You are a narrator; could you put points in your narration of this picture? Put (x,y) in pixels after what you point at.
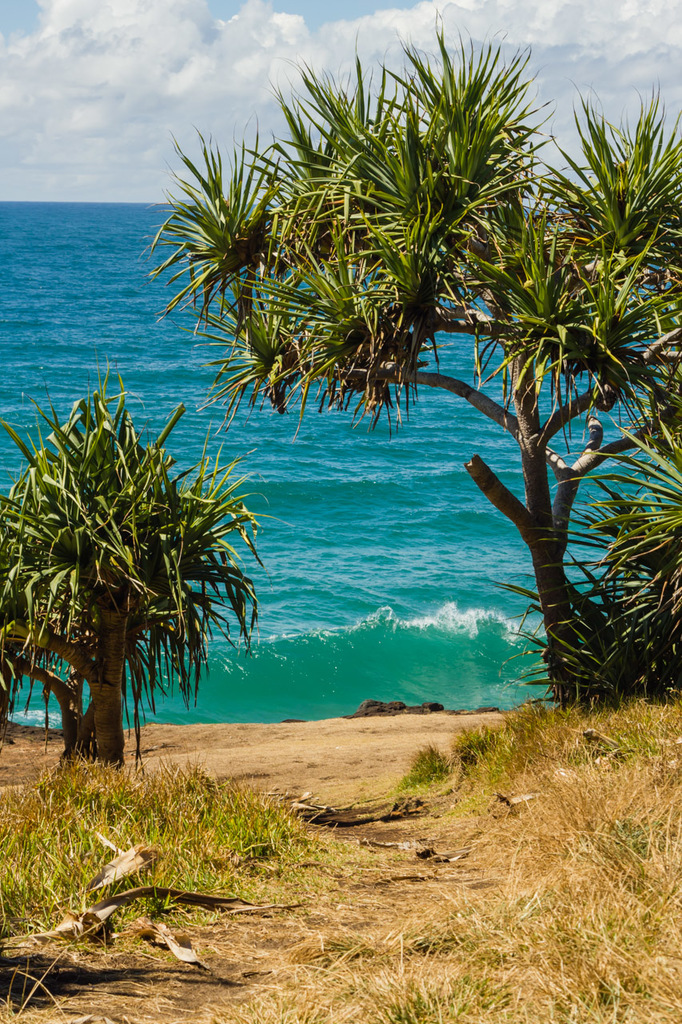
In this image I can see a trees (646,212) and blue and green color water (389,585). In front (601,937) I can see dry grass (577,899). The sky (208,122) is in white and blue color.
